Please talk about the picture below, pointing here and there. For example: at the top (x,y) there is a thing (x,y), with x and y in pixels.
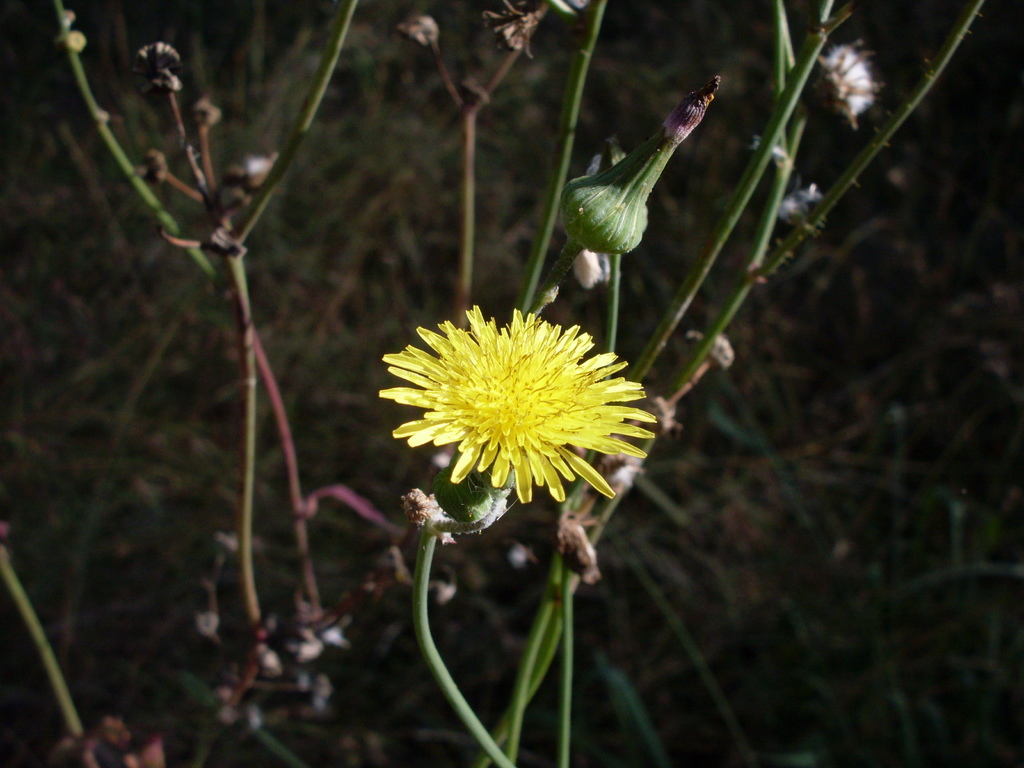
In this picture I can observe yellow color flower (516,387) to the plant (440,512). In the background (537,746) there are some plants (401,271).
